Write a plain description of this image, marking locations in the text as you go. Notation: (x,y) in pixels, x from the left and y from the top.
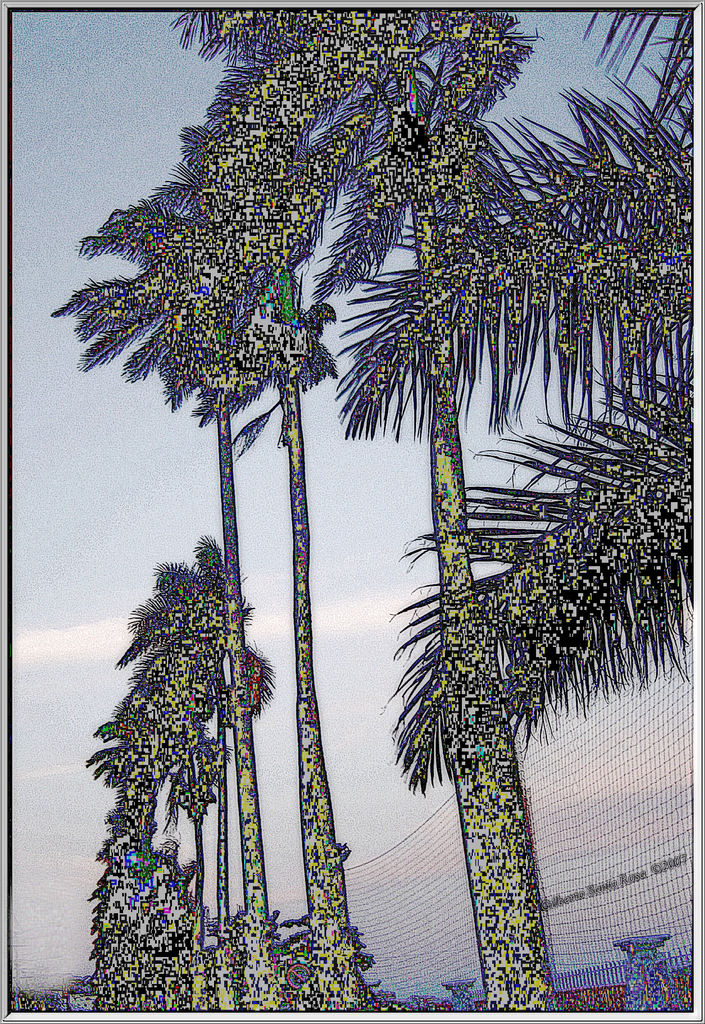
It is an edited image. In this image we can see the trees (362,957) and also the fence (652,791). In the background (133,118) we can see the sky (102,597) with some clouds (81,631) and the image has borders (700,24).
